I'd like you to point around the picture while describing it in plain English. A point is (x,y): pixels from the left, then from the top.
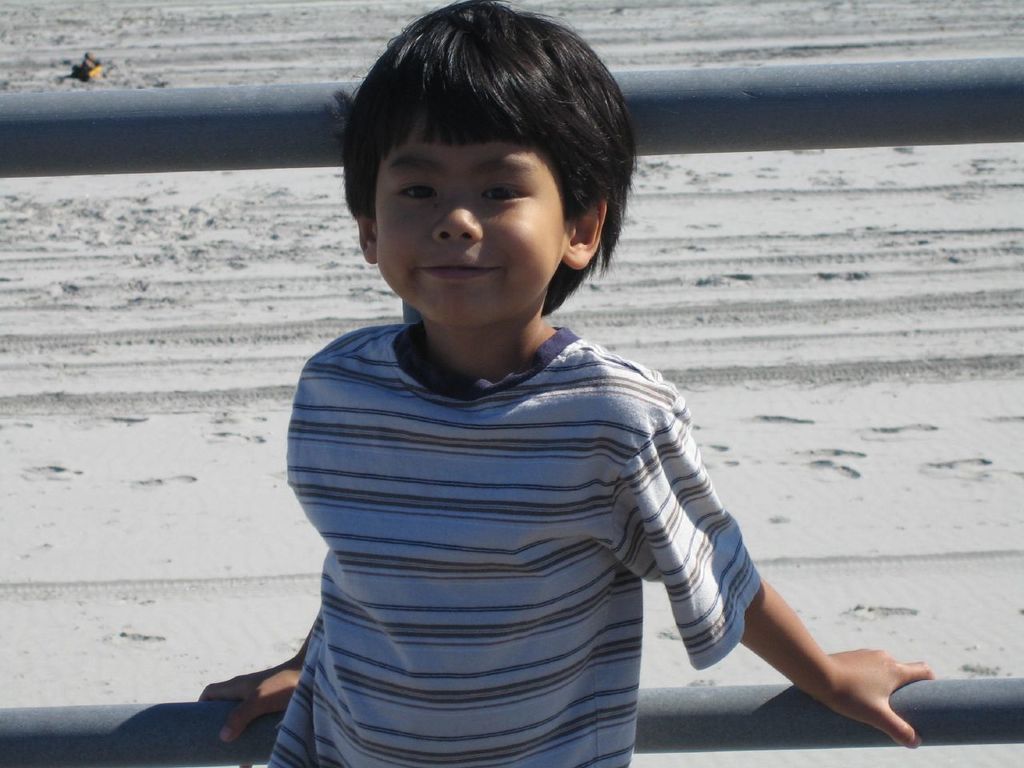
Here in this picture we can see a child (352,387) standing over a place (264,648) and smiling and behind him we can see a railing (664,140) present and we can see the ground (214,430) is covered with sand (840,205).
